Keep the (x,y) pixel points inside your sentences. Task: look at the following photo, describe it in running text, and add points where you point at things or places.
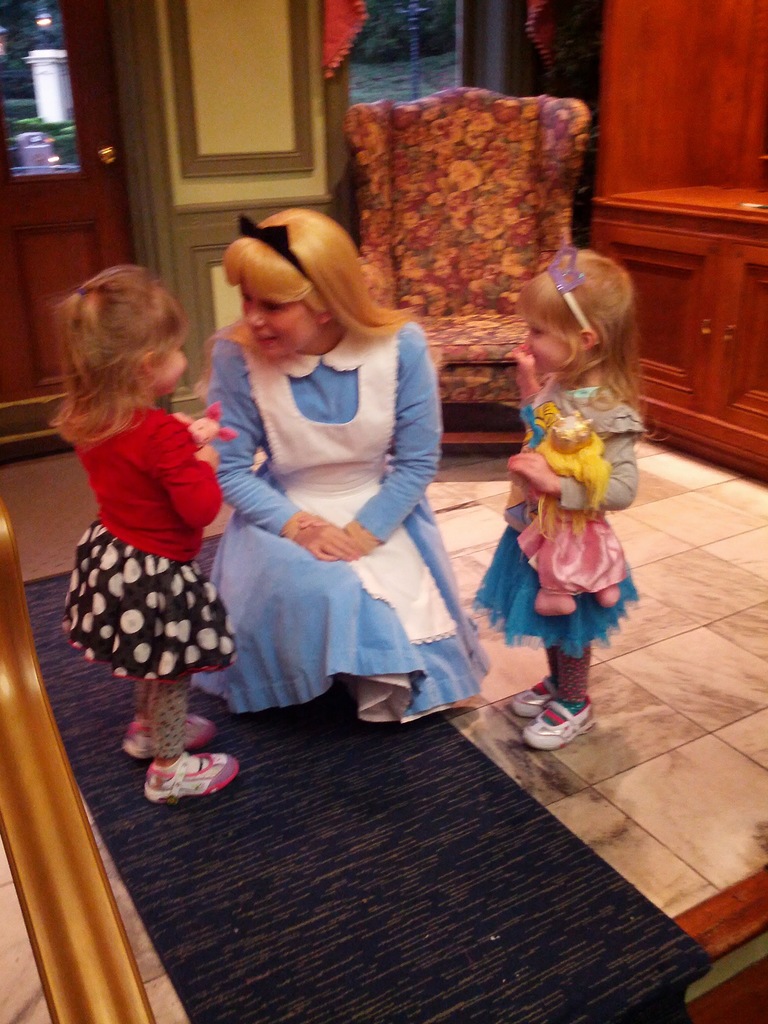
In this picture there is a woman (280,310) wearing blue color dress (227,548) is sitting on the ground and talking with two small girls (171,513). Behind there is a wooden wardrobe (709,241). On the left corner (51,263) side there is a wooden door (34,266).
